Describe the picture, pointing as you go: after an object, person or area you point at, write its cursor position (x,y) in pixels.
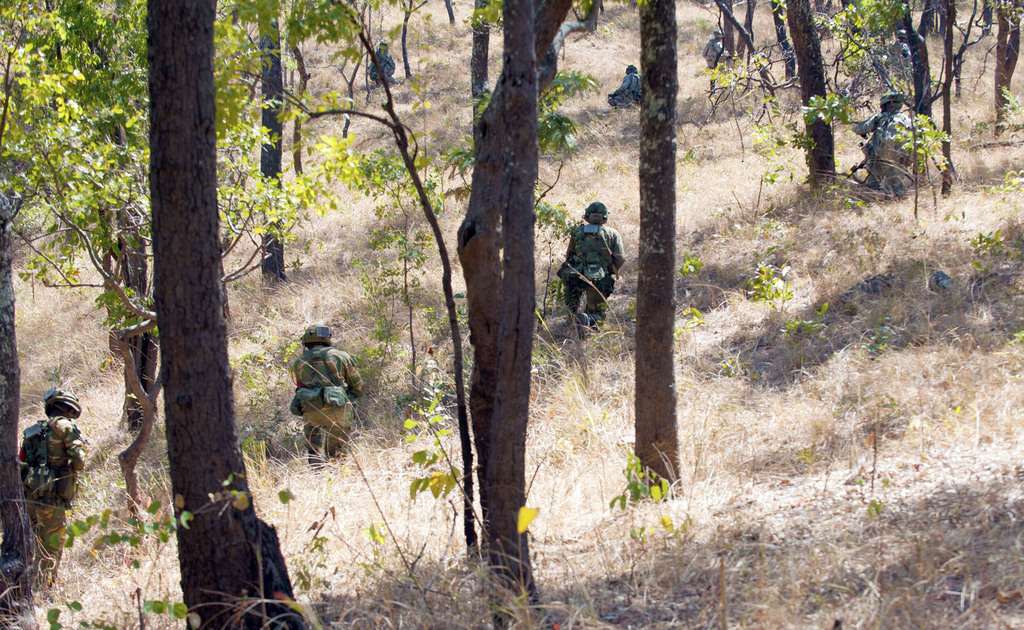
In this image, we can see some soldiers (349,381) and there's grass (968,208) on the ground (722,428), we can see some trees (524,578).
